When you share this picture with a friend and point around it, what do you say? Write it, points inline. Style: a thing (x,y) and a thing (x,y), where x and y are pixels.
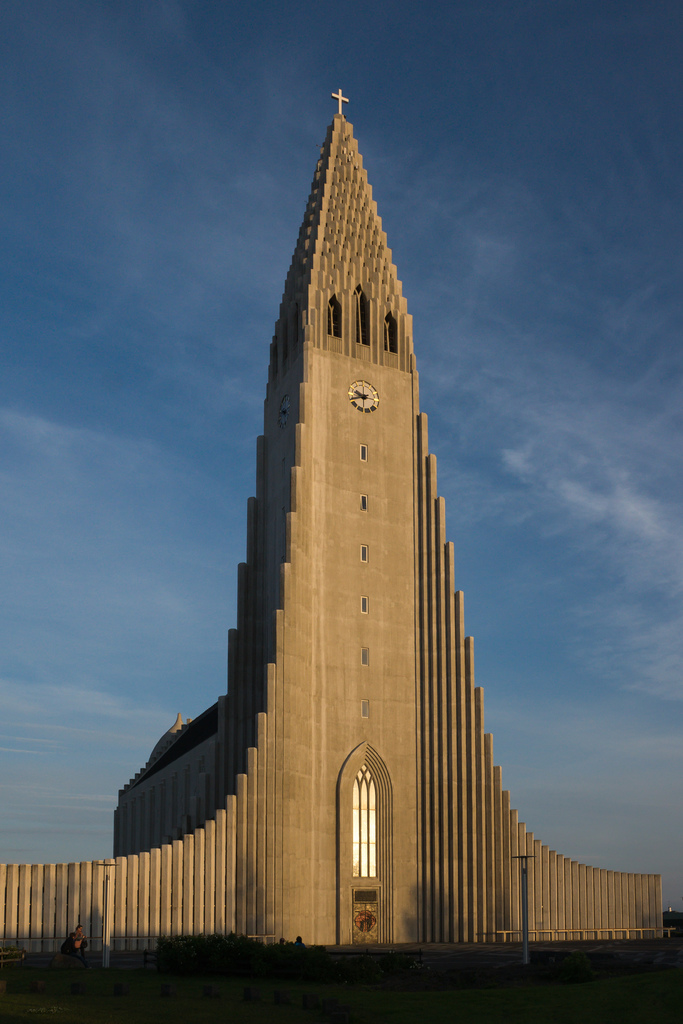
In this image there is a church (433,699) in the middle (377,450). At the top of the church (342,366) there is a cross symbol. There is a wall clock (367,388) attached to the wall (365,440). At the bottom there is a door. At the top (425,337) there is the sky (110,553). On the ground (334,984) there is grass (413,1000) and some plants (415,967). On the left side (74,953) there is a person (78,929) sitting on the bench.
